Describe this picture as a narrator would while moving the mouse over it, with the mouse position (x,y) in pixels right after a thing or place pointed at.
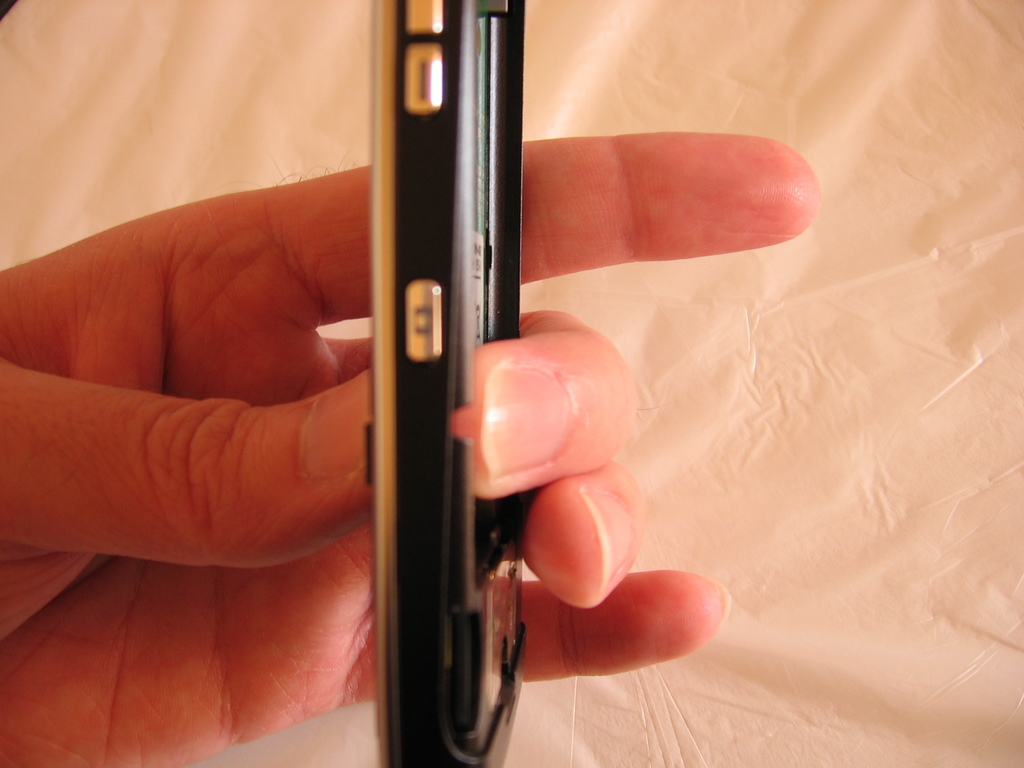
In this image there is a hand (163,404) which is holding the mobile phone (425,277). At the bottom (823,537) there is a white cloth (853,394).
